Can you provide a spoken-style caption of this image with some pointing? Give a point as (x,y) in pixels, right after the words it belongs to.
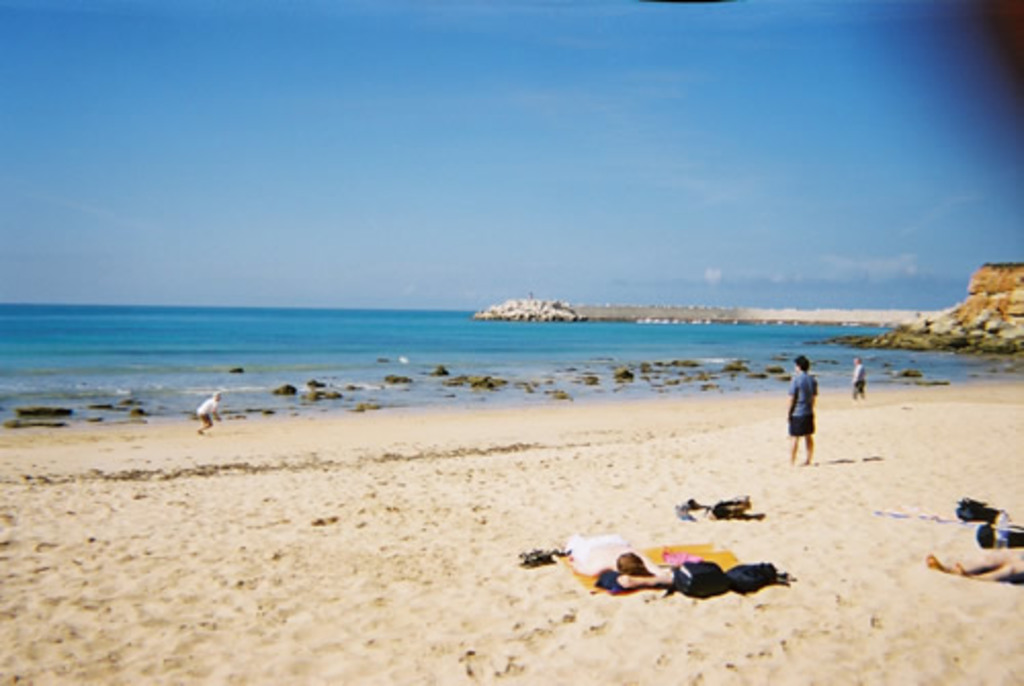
In this picture we can see some people (810,407) are standing, at the bottom (450,573) there is sand (391,620), in the background (369,323) we can see water (382,324), on the right side (999,315) there is a hill (1001,295), we can see the sky (526,119) at the top of the picture (533,108), we can see bags (983,529) at the bottom (992,538).
